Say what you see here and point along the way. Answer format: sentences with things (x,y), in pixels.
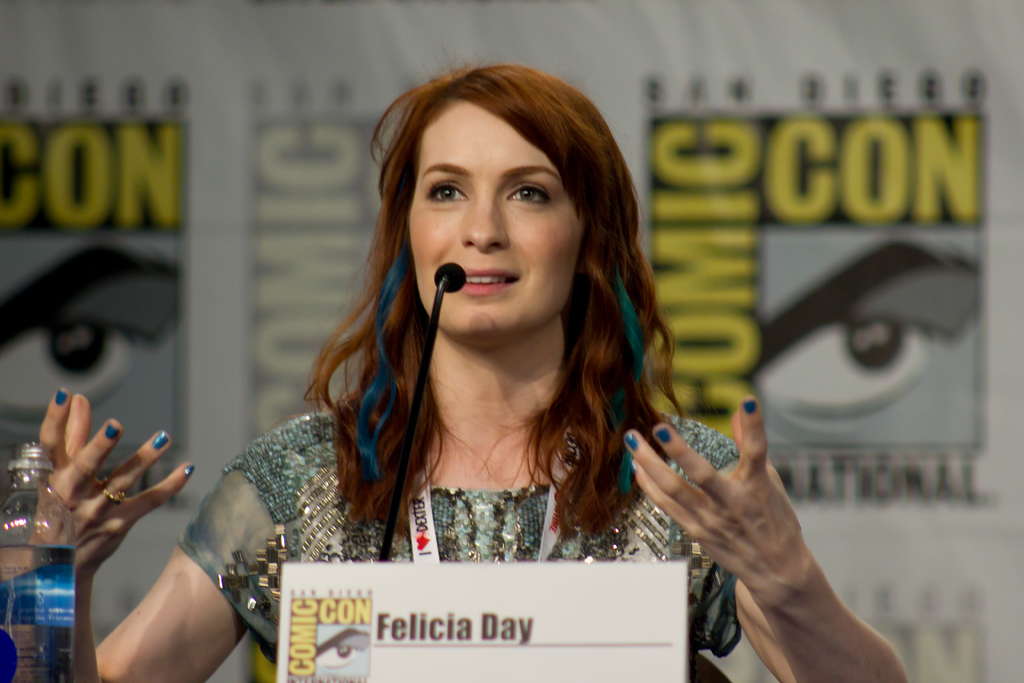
In this image I can see the person (391,240) wearing the green color dress (287,447) and the tag (427,538). In-front of the person (452,417) I can see mic (457,284), board (500,658) and the water bottle (51,599). In the background (322,139) I can see few more boards (667,289) to the wall (317,40).
